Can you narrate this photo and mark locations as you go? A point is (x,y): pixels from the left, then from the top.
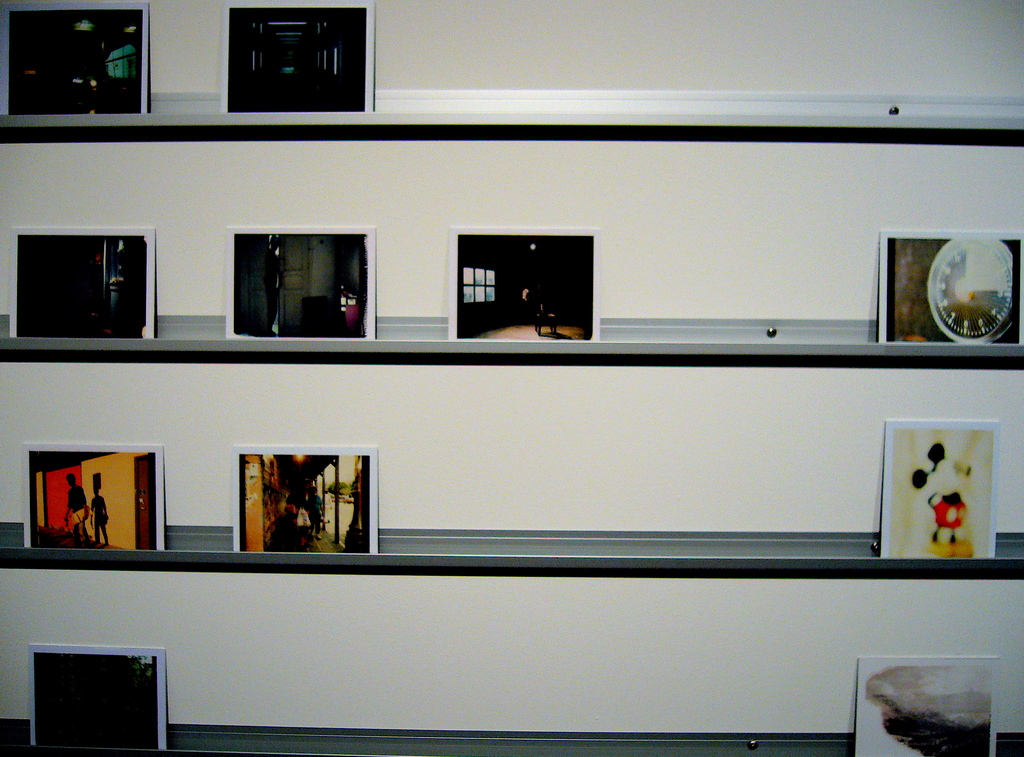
In this image there are some racks (400,136) are attached on the wall (473,498) as we can see in the middle of this image (667,453). There are some photo frames (895,309) are kept on each of this racks (434,364).
